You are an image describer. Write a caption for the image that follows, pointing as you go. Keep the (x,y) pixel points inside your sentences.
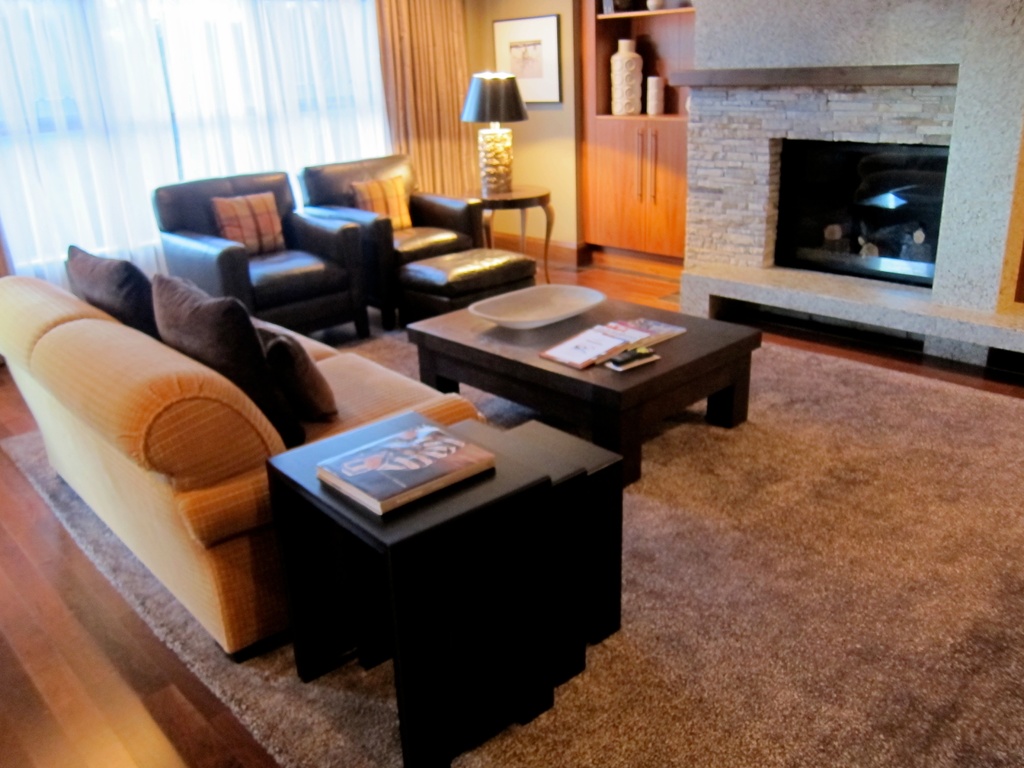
As we can see in the image there are sofas (149,447), pillows (107,298), curtain (222,71) and a lamp (495,144).
